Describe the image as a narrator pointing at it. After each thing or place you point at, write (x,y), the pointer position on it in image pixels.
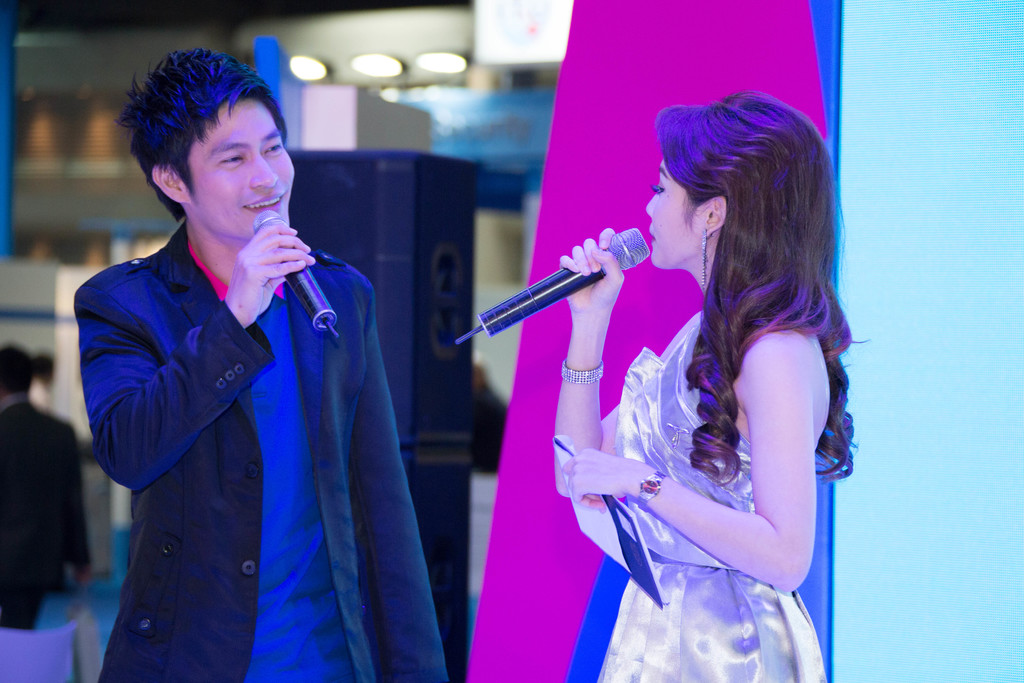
Here we can see that a person (167,246) is standing and smiling and holding a microphone (315,286) in his hand (307,258), and at beside a woman (660,183) is standing and holding a book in her hand (589,468), and at back (367,55) there are lights (357,66), and here there are some objects (419,318).
